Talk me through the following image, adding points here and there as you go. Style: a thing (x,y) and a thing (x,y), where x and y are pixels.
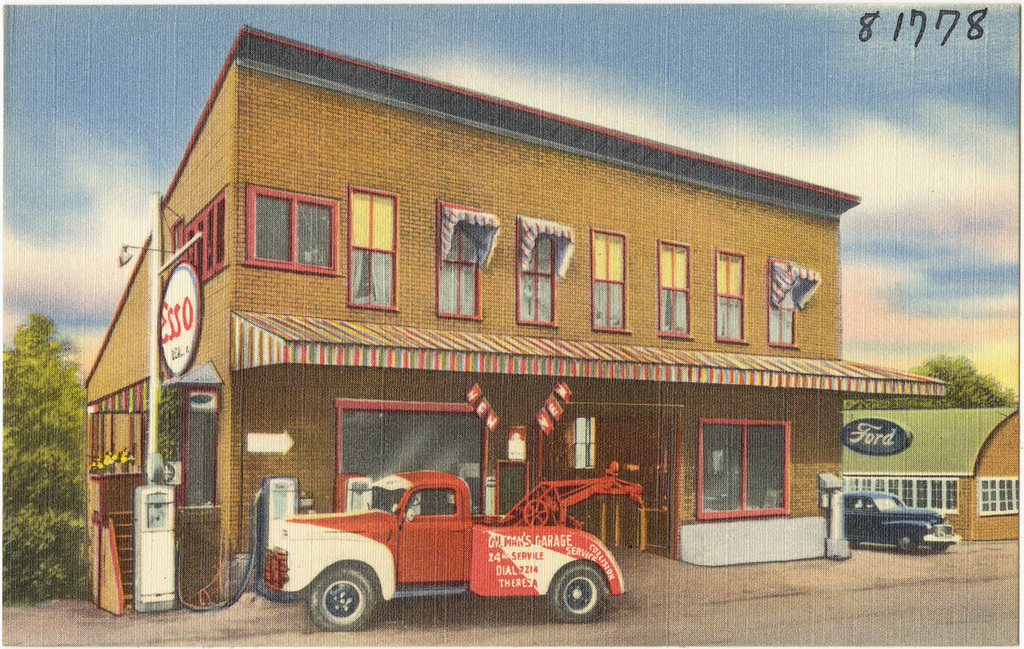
In the image we can see there is a painting poster (778,581) on which there are cars (873,539) parked on the road (871,609) and there are buildings (705,252). There is a petrol bunk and there is a hoarding (890,441) on which its written ¨Ford¨. Behind there are trees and there is a clear sky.
